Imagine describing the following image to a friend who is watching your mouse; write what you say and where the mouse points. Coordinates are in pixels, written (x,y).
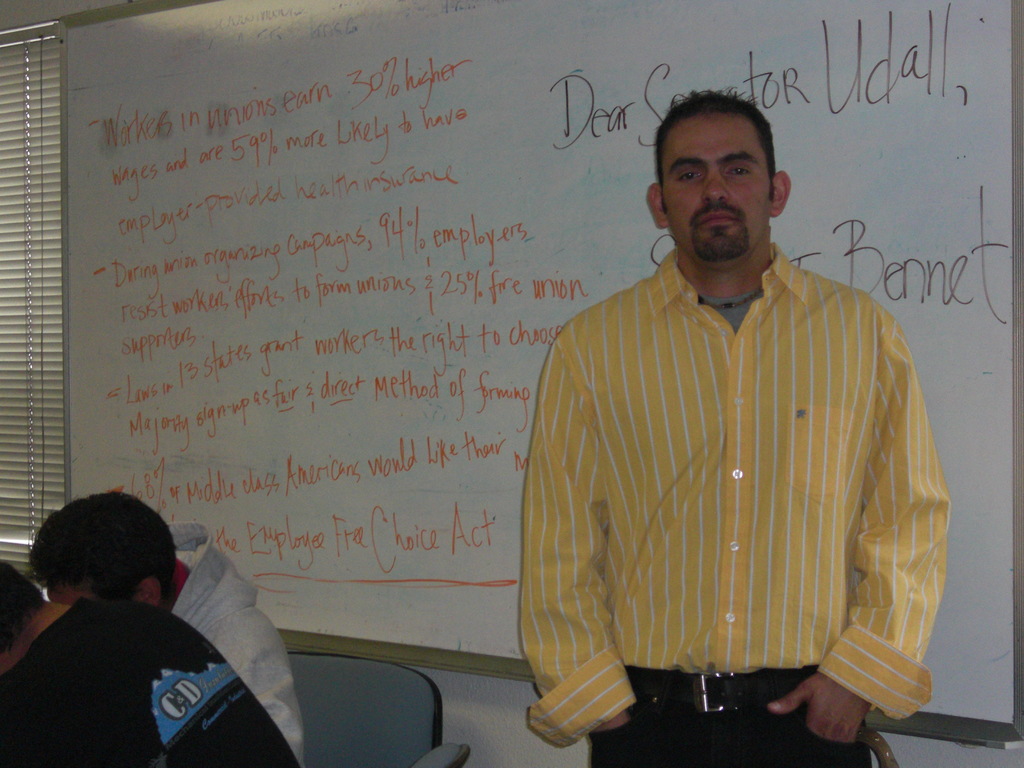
In this image I can see a person (711,362) wearing a yellow color shirt (835,424) standing in front of the board (598,203) and I can see a white color board (345,95) and at the top (36,246) I can see window (43,359) and I can see two persons (162,649) visible at the bottom left (130,694).
